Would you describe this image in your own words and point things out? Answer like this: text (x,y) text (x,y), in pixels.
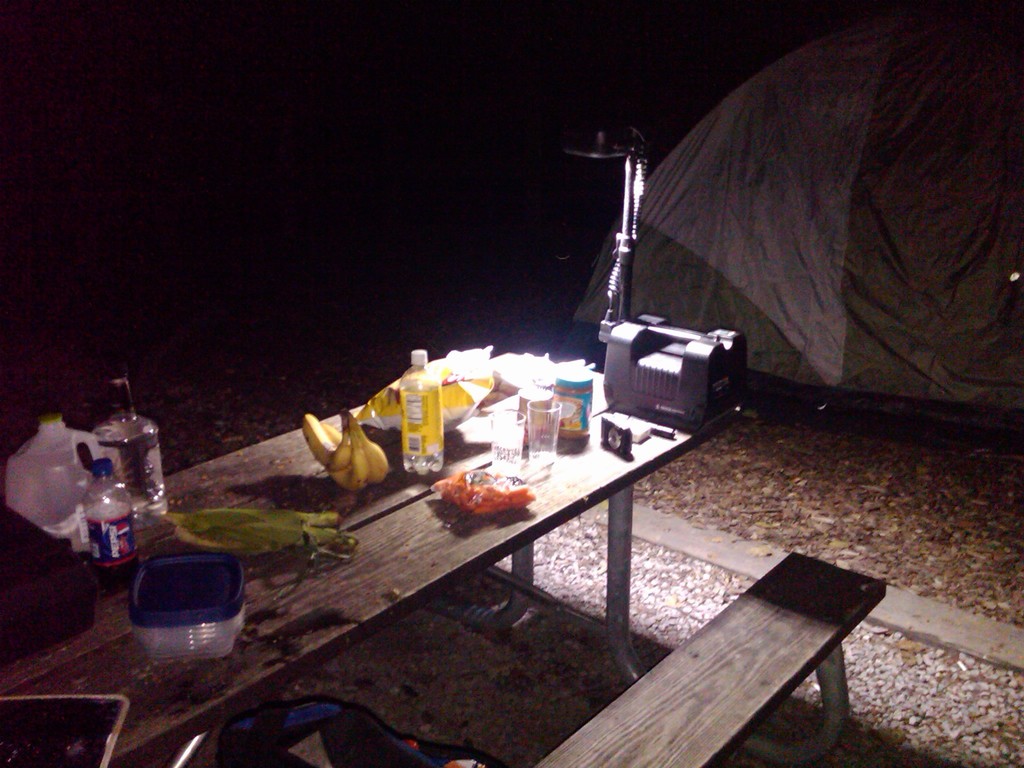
In this image I can see a bench (689,759). On the table (374,572) there are box (185,623), bottle (413,411), banana (350,443), glass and a light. At the back side (863,230) there is a cover tent (875,221).
